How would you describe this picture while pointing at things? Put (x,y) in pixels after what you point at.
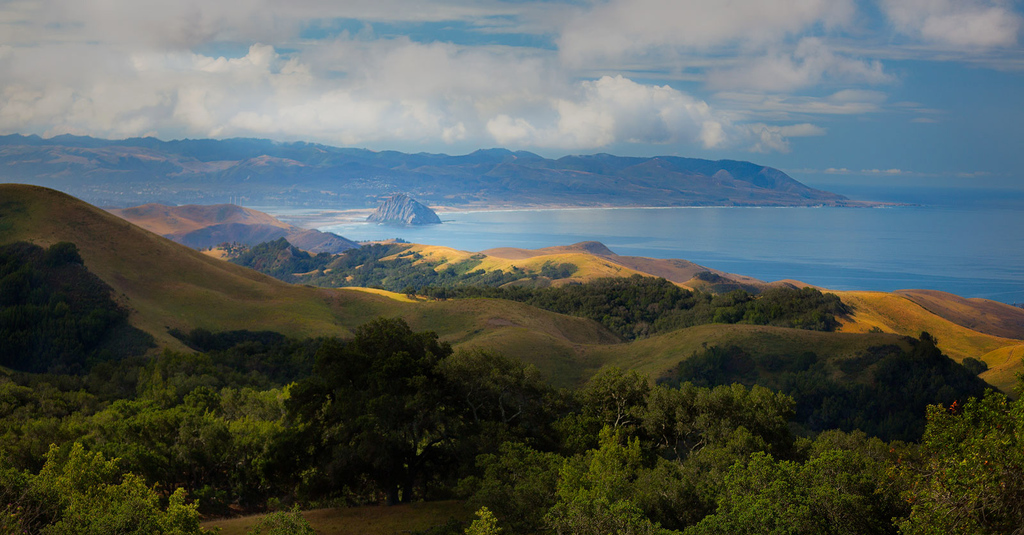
In this image we can see sky (462,65) with clouds (340,68), hills (500,159), water (901,232), ground (763,287) and trees (300,425).
